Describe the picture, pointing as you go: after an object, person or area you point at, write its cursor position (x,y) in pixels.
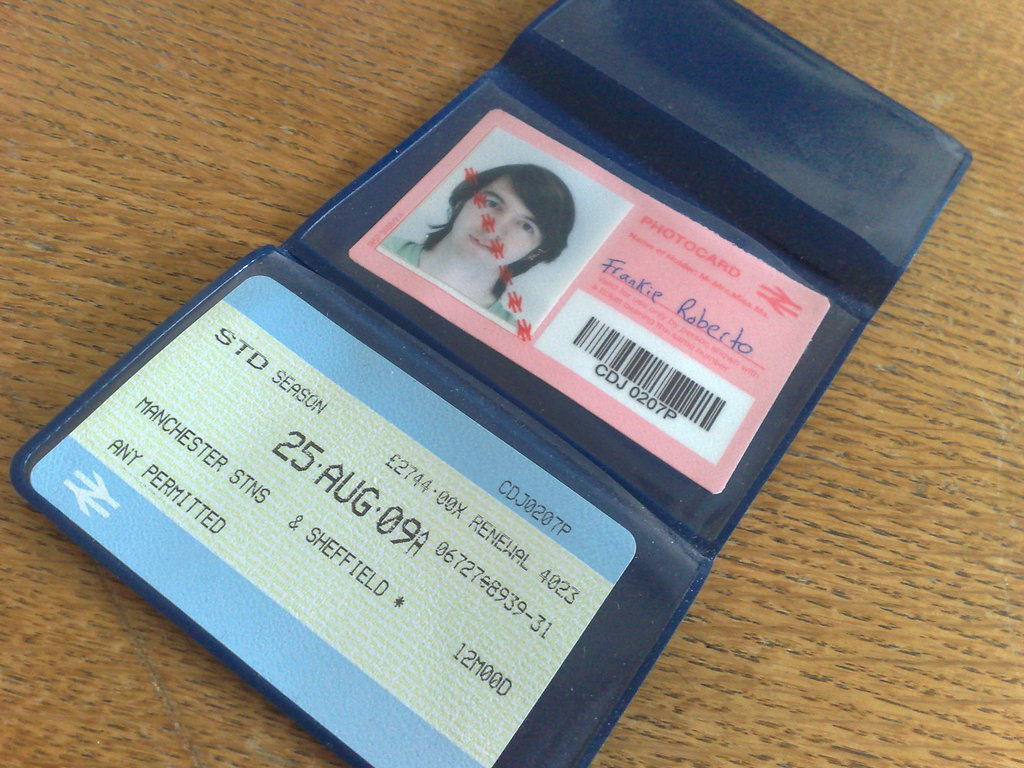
In this image I can see a blue color purse (703,57), in the purse (551,429) I can see two cards (575,163) and a passport size photo (516,279) and the purse (310,219) is on the brown color surface (162,168).
